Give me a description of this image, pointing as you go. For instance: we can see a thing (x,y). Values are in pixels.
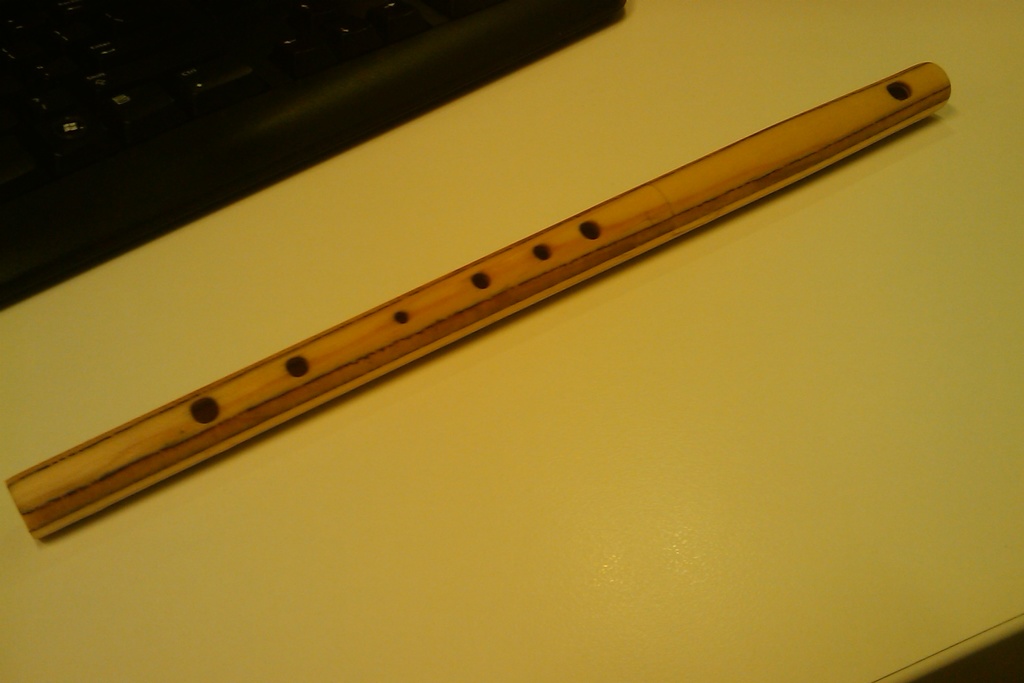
There is a flute (400,321) on a yellow surface (483,241). In the left top corner (196,137) there is a keyboard (207,34).
